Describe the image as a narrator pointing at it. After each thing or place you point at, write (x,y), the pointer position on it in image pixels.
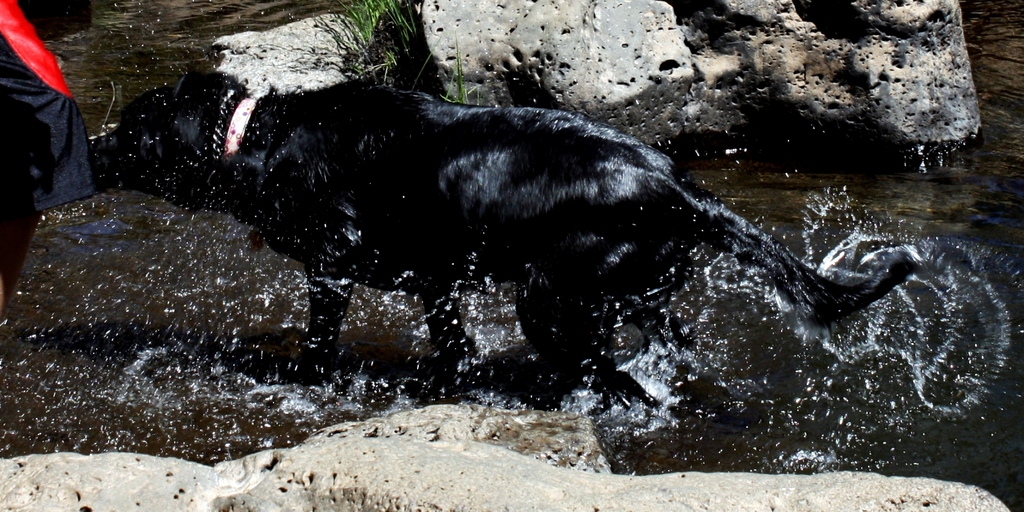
A dog (334,174) is walking in the water (938,388), it is in black color. These are the stones (718,134), this is the grass (405,20).
